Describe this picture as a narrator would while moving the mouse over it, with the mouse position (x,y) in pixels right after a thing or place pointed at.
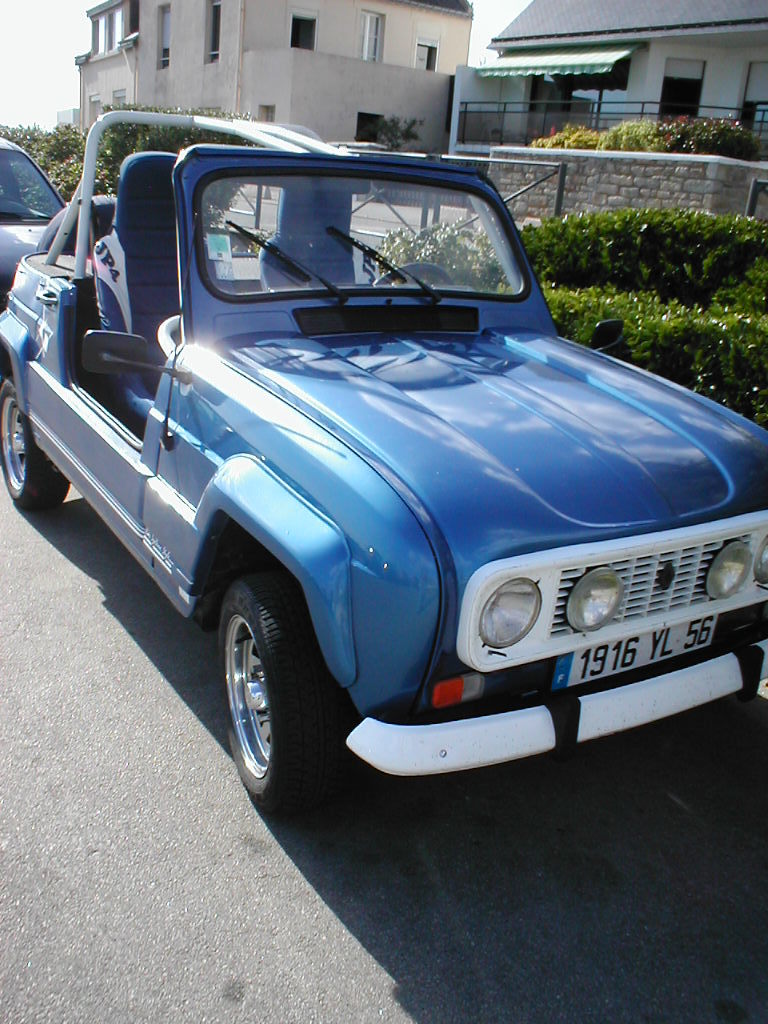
In this image, in the middle (404,615), we can see a car (530,484) which is in blue color. On the right side (594,247), we can see some plants (645,331), house (718,82), door (689,111). On the left side (13,189), we can also see a car (17,247), trees (51,172), plants (158,132), building (226,17), window (117,22). At the top (51,14), we can see a sky (67,40), at the bottom (96,834), we can see a road (135,918).
